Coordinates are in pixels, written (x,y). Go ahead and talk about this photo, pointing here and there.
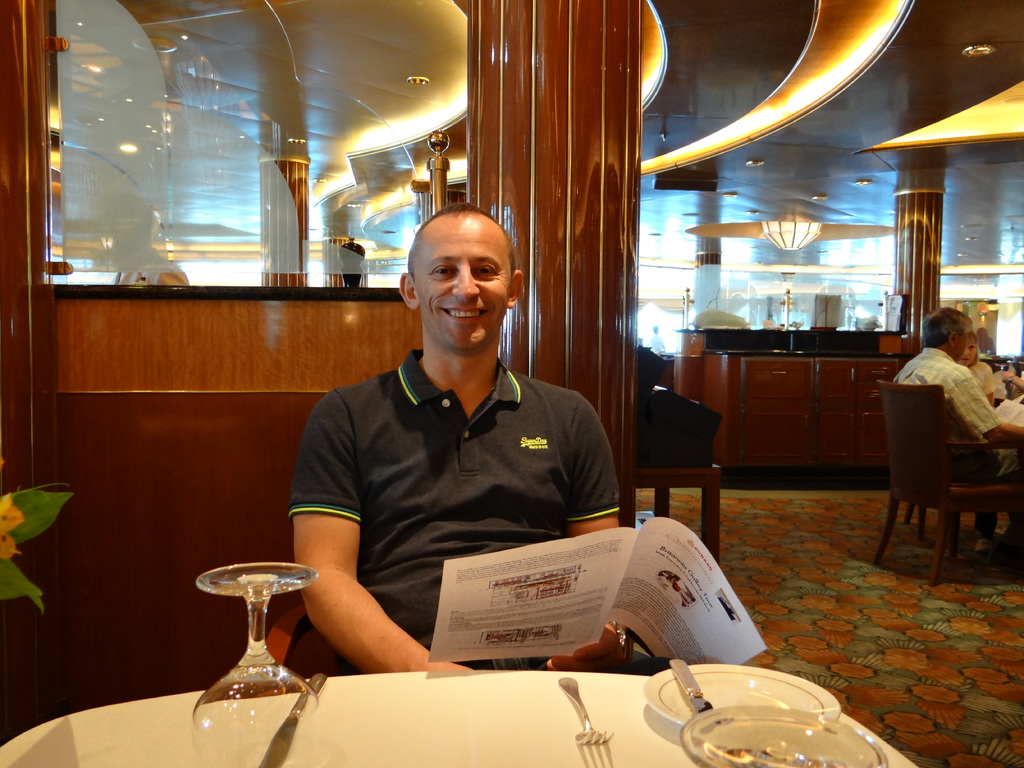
in this image there is a man (504,441) sitting in the chair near the table (323,742) and there are wine glass (775,765), fork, knife (701,695), plate (710,679) in the table (536,675) and in back ground (160,53) there is glass (700,295), light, another person (975,383).
